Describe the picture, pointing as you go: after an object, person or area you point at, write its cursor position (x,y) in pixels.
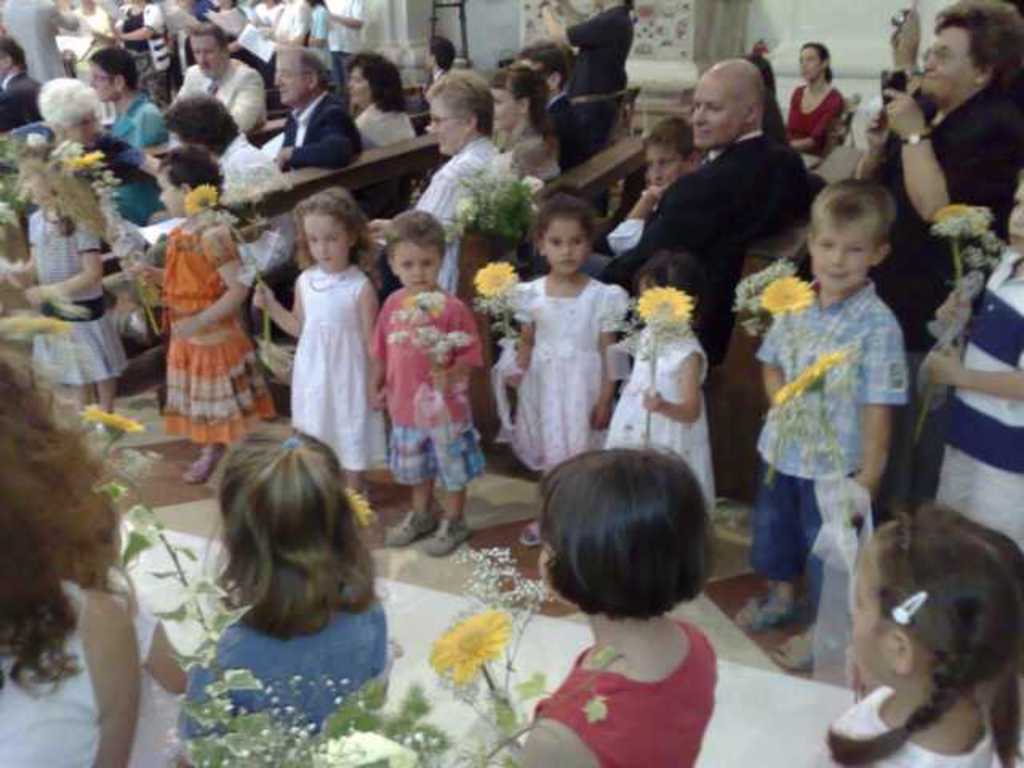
In this image we can see the children (993,330) are standing and holding flowers (745,304) in their hand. In the background (326,92), we can see man (801,197) and woman (452,131) are sitting on the benches (395,172). At the top of the image (608,20), we can see a wall (714,17) and people (237,36) are standing.
